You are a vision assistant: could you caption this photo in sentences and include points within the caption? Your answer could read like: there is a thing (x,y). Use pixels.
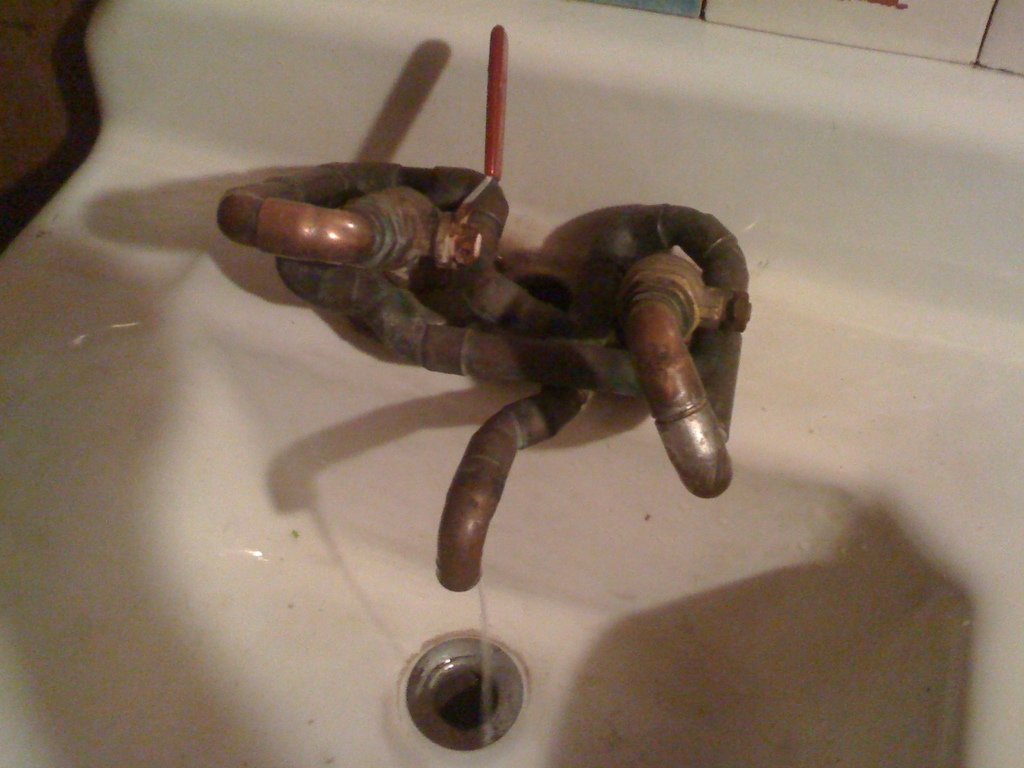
In this picture I can see a white color wash basin (677,574) which has taps (519,382) on it. Here I can see water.
